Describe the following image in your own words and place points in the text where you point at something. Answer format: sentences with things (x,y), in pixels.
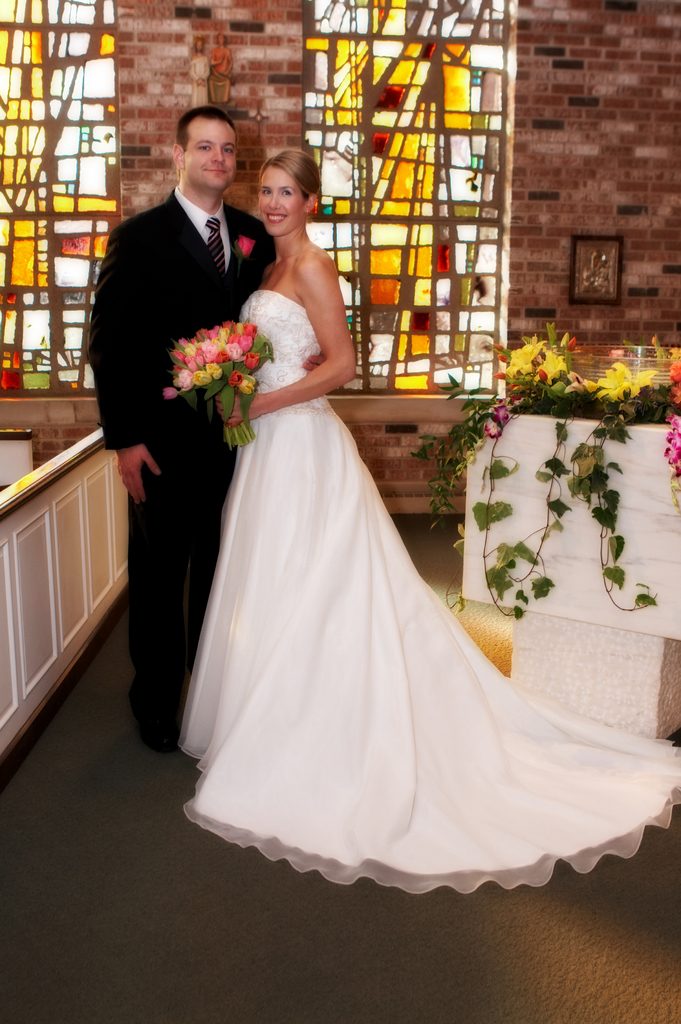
In the middle of the image (283,542) two persons (301,167) are standing and smiling. Behind them there is a wall (668,205), on the wall (632,254) there are some windows (23,97) and frames (612,249).
